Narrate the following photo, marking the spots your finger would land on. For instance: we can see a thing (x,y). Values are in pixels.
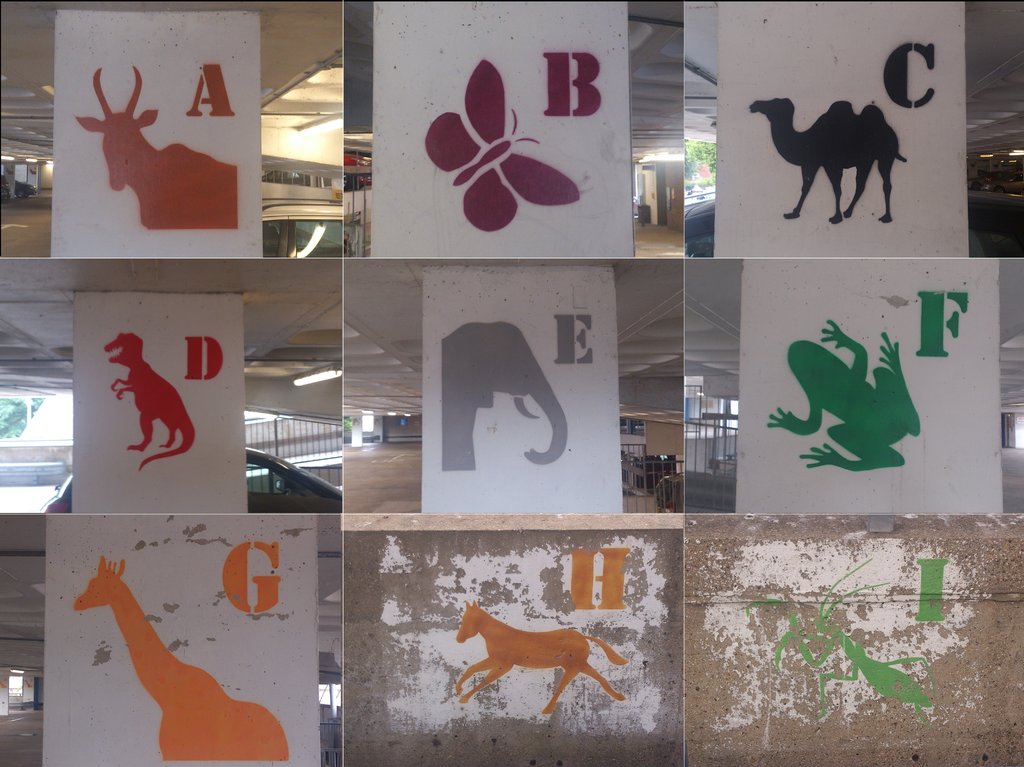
It is a collage picture. In this image, we can see pillars (130,314). On the pillar (130,314), we can see some image (176,221) and alphabet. Here we can see vehicles (282,472), lights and rods (343,429).
